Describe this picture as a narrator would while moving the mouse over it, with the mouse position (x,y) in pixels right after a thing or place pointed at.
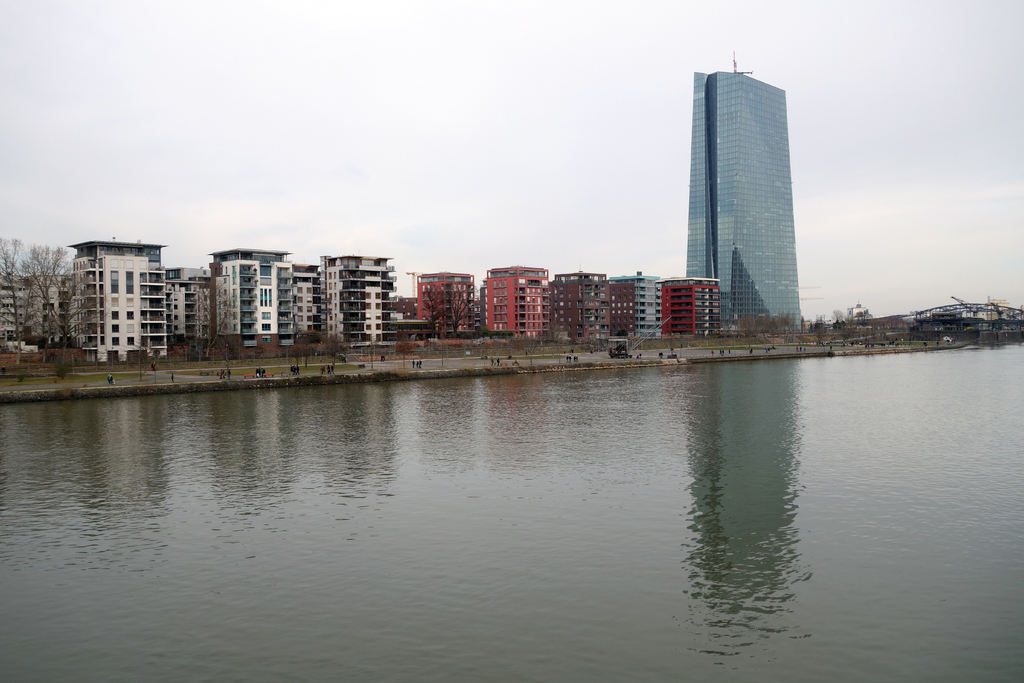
This image consists of a river (219,515), buildings (565,320) and some trees (37,284). On the top of the image (362,165) I can see the sky (493,149).
